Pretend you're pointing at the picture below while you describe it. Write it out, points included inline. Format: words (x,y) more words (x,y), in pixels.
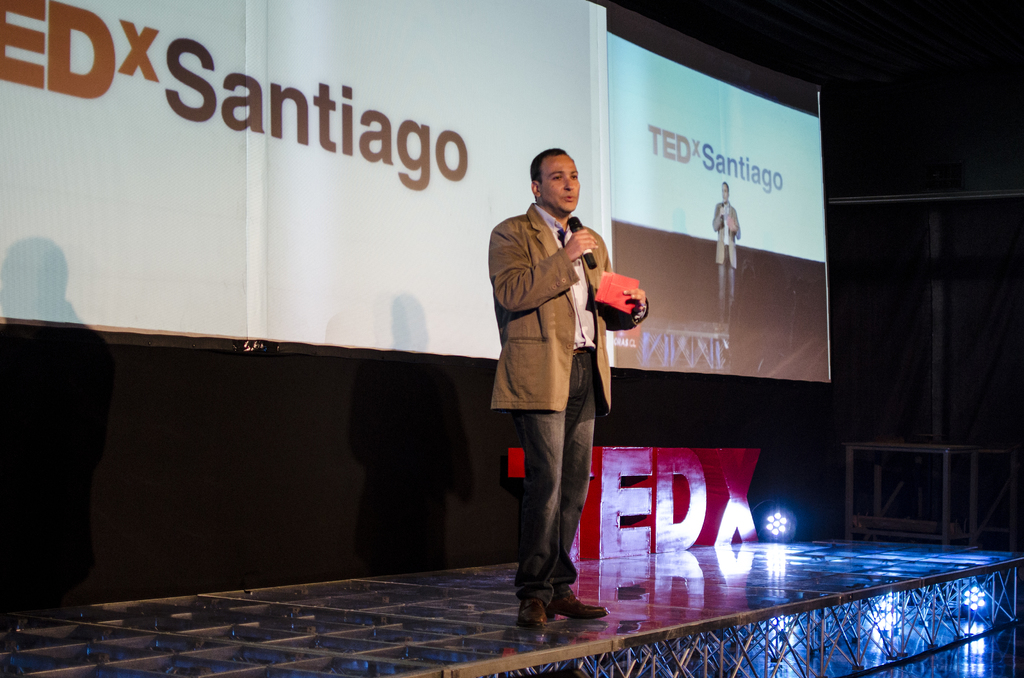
In this image there is a man (609,385) standing on the stage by holding the mic (578,223) and red color papers (603,299). In the background (272,112) there is a banner (221,129). On the right side (736,197) there is a screen (735,190). On the stage (717,557) there is a light (774,528) and some text like structure (672,491) on the stage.
